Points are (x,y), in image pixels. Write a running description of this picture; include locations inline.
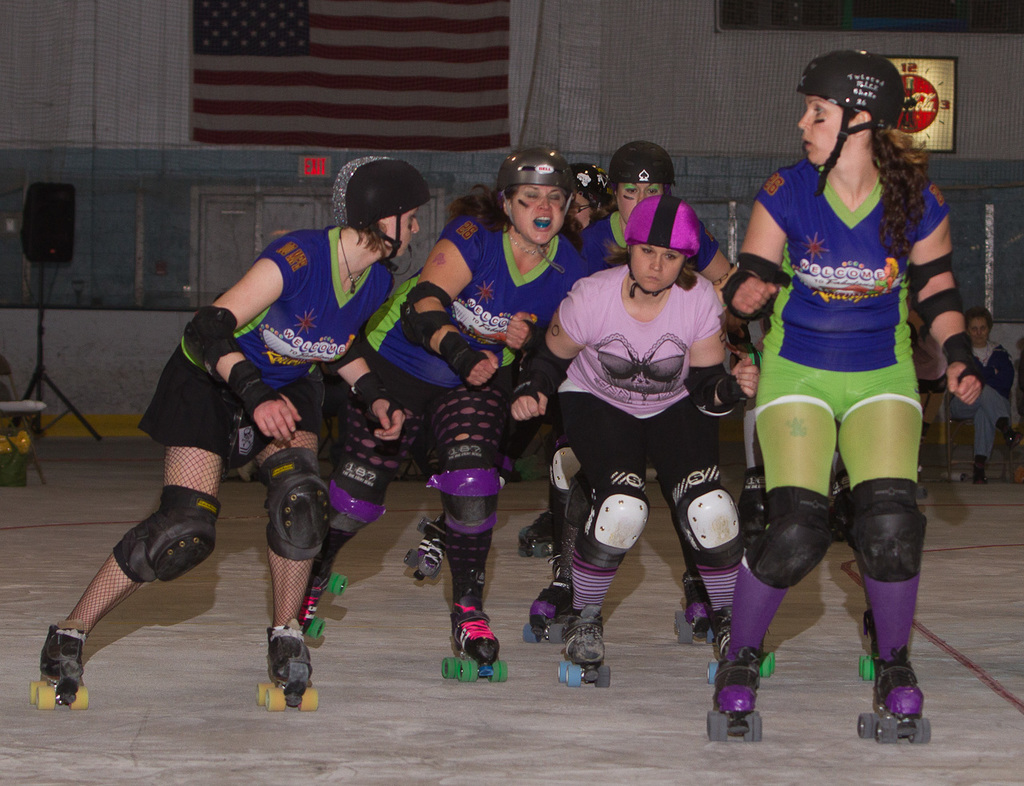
In this image there are few ladies (468,388) wearing skating shoes (298,696) and helmets (589,185). In the background (343,96) there is flag (354,81) on the wall (133,96). Here people (998,401) are sitting. This is a speaker (53,202) on a tripod stand (66,411). This is a clock (923,94). This is looking like a door (257,218).
